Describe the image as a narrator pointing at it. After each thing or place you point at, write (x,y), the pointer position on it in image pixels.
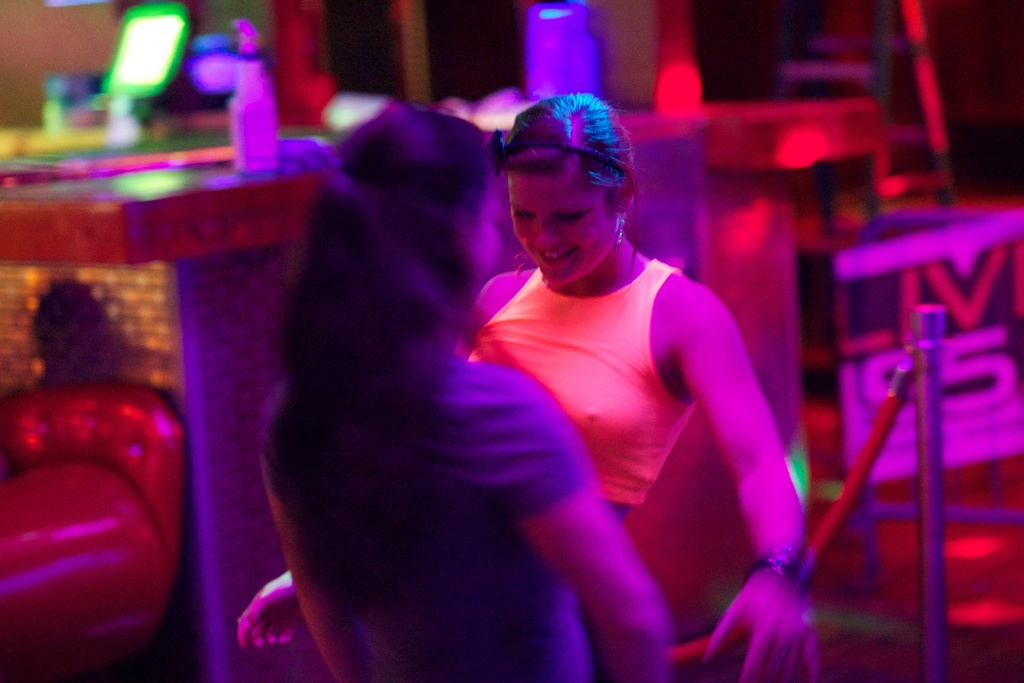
In this image I can see in the middle (398,359) two women (665,413) are there, they are smiling. On the top left hand side (139,56) it looks like a screen (160,58).
